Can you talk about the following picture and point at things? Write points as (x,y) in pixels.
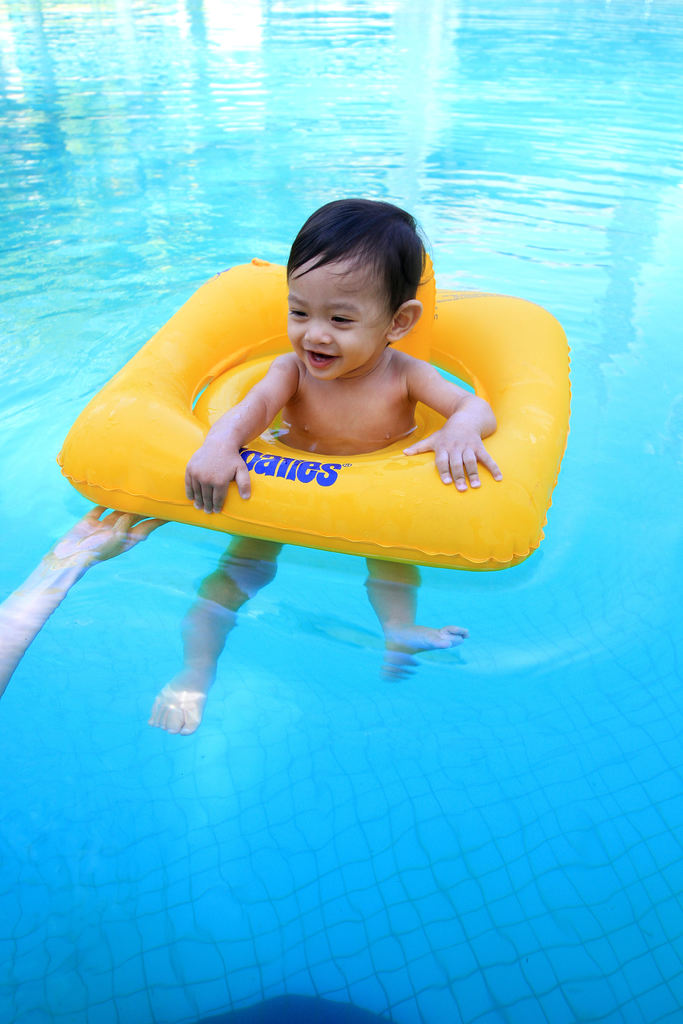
This image is taken outdoors. In this image there is a swimming pool (312,190) with water (448,834). On the left side of the image (58,594) there is a person (1,663). In the middle of the image (412,659) there is a kid (312,239) with a tube (222,350) in the pool (358,670).
